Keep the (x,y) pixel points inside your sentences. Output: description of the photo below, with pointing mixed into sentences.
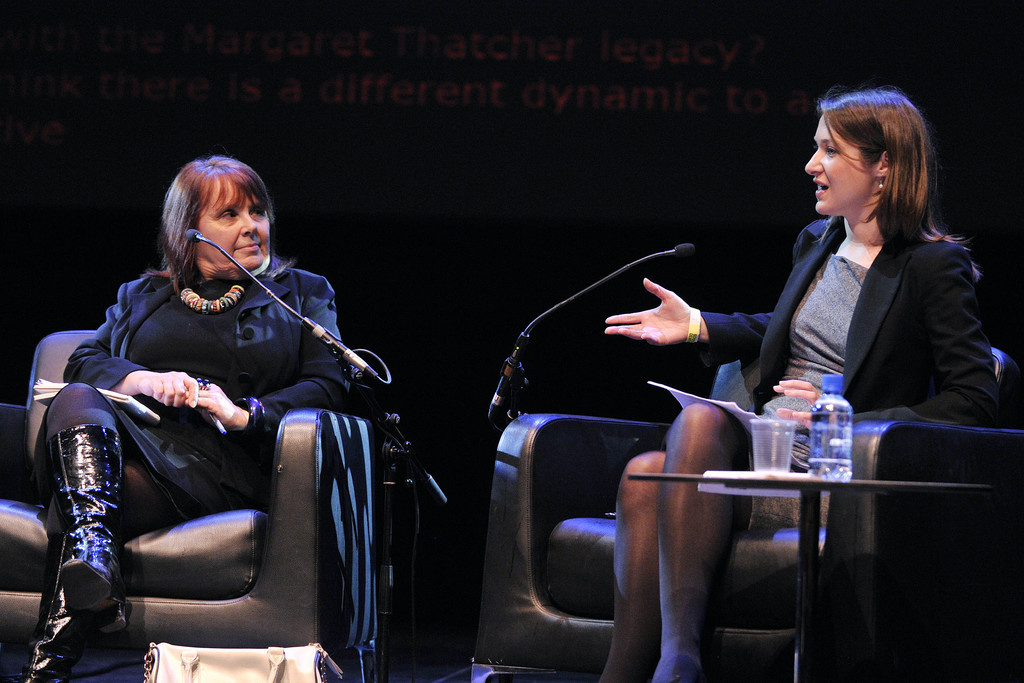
In this picture there are two women (694,413) sitting on chairs (525,452), among them one woman (734,314) talking and we can see microphones (505,396), bag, glass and bottle (829,479) on the table (781,479). In the background of the image (489,258) it is dark and we can see screen (547,98).
